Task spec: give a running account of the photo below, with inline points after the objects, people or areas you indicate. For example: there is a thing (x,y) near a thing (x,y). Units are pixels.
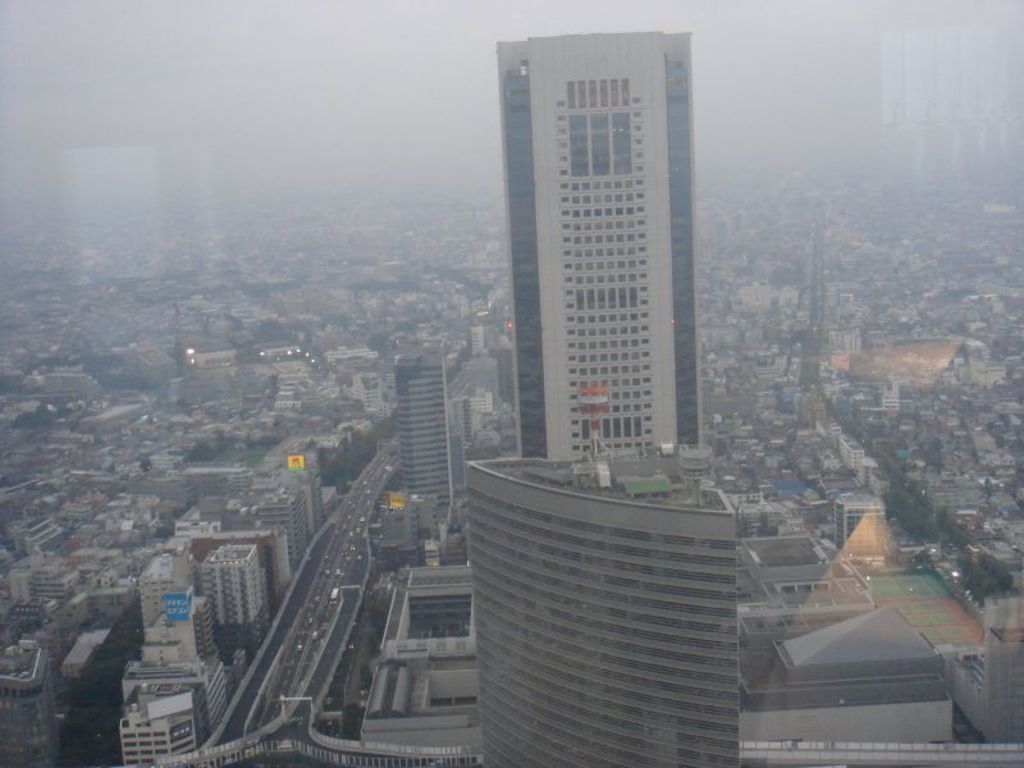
In this image we can see the aerial view of the city (580,305), there are buildings (650,376), there are vehicles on the road (309,742), there are trees (902,524), also we can see some boards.
